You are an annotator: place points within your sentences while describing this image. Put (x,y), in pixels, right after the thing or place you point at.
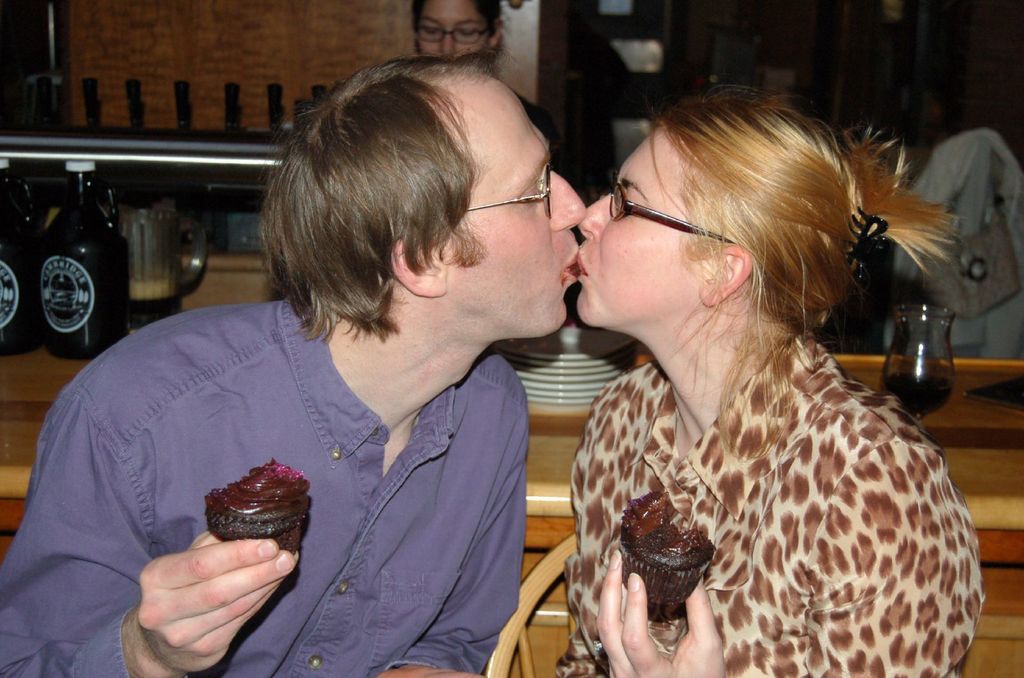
In this picture there are a man (488,511) and a woman (723,513) holding cupcakes (695,541) and kissing, behind them there are plates (535,339), glass (162,227), bottles (106,234) and a woman (436,56). In the background (315,44) there is a glass window (873,35) and wall (208,49).
